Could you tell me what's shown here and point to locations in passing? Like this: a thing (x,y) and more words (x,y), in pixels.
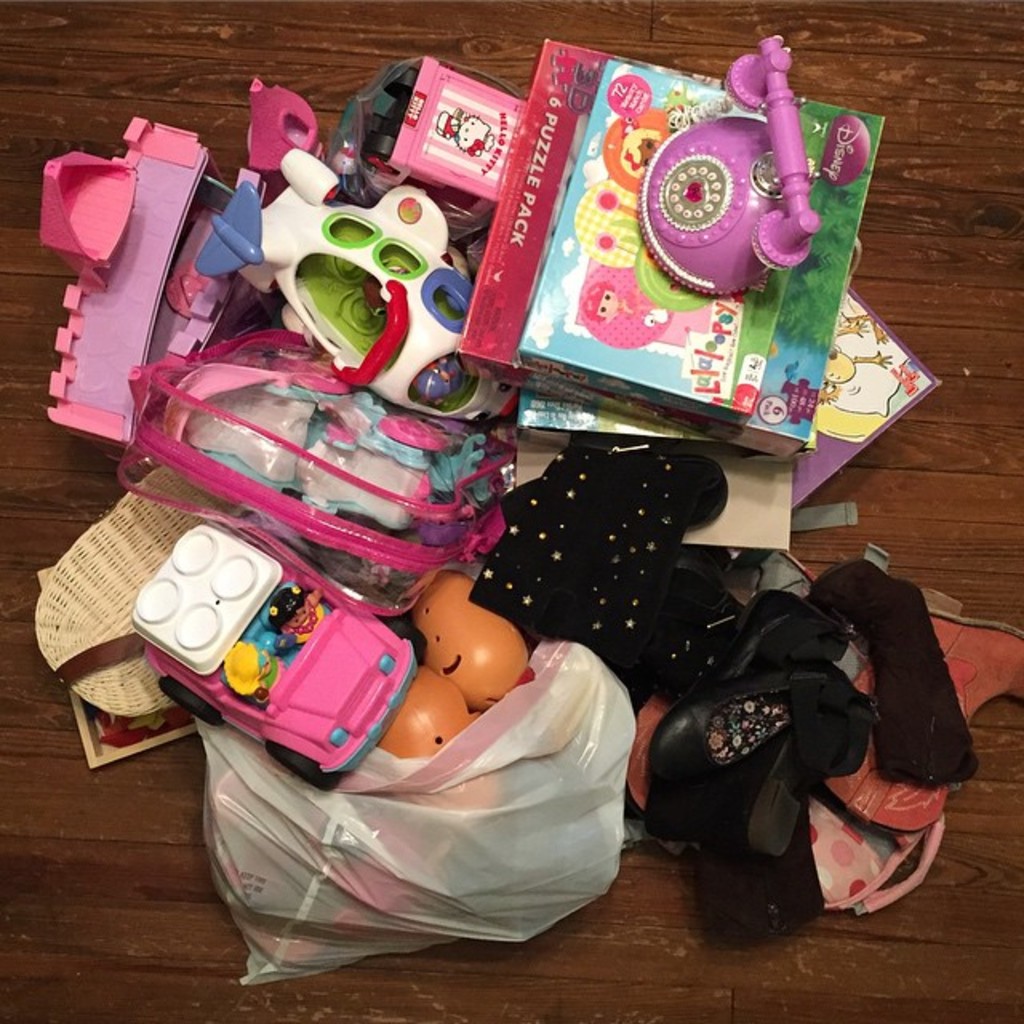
In this image there are few toys (268,569), footwear (717,805) and some other objects (311,528) on the floor (997,841).
